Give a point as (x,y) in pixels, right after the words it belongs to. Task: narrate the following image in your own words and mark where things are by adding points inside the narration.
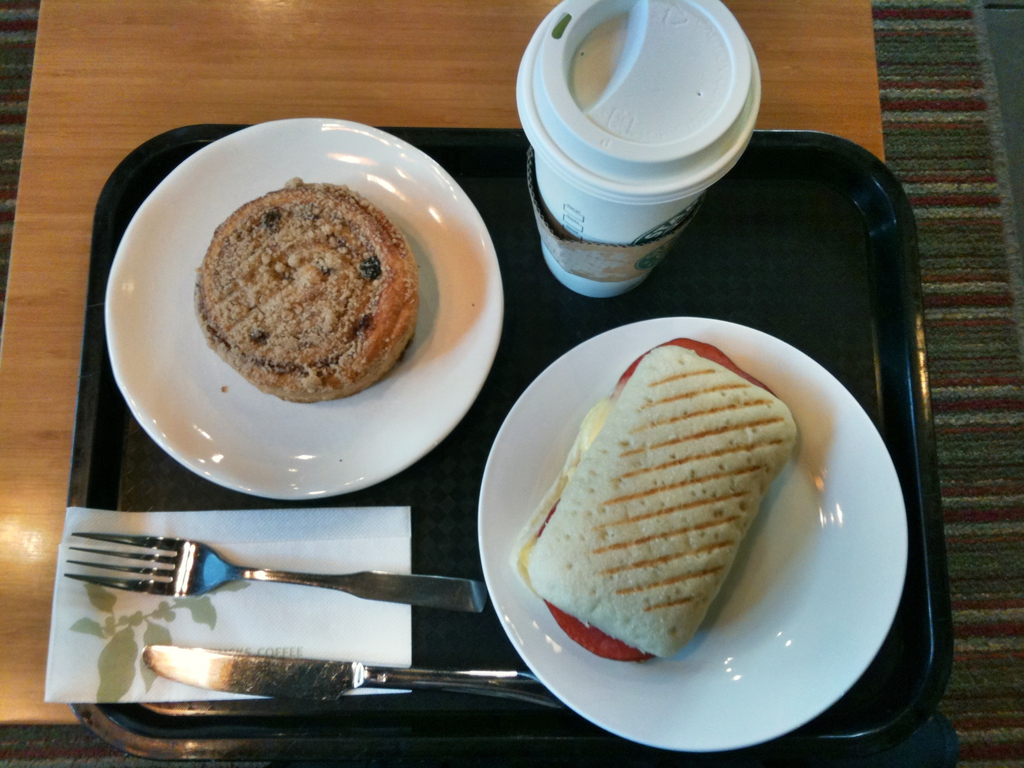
On the table (459,12) there is a black color tray (849,243). On the tray (853,323) I can see the cup (576,181), knife (302,667), fork (228,570), tissue paper (269,566) and plates (458,392). On the plates (562,372) I can see the sandwich (618,462) and cookie (287,313). On the right (911,89) I can see the carpet (973,283) on the floor (1012,73).
